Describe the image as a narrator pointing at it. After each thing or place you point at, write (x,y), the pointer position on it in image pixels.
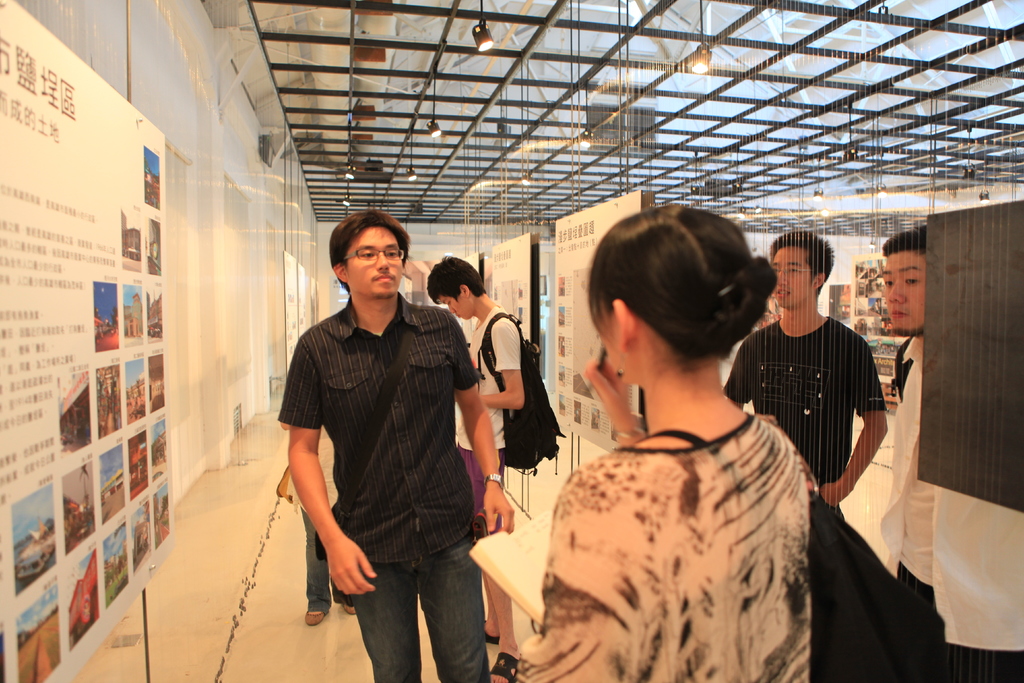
As we can see in the image there is a wall (186,354), banner (84,367), few people (663,496) here and there. The woman (659,312) in the front (633,472) is holding a book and the person (501,399) over here is wearing a black color bag (539,415).
